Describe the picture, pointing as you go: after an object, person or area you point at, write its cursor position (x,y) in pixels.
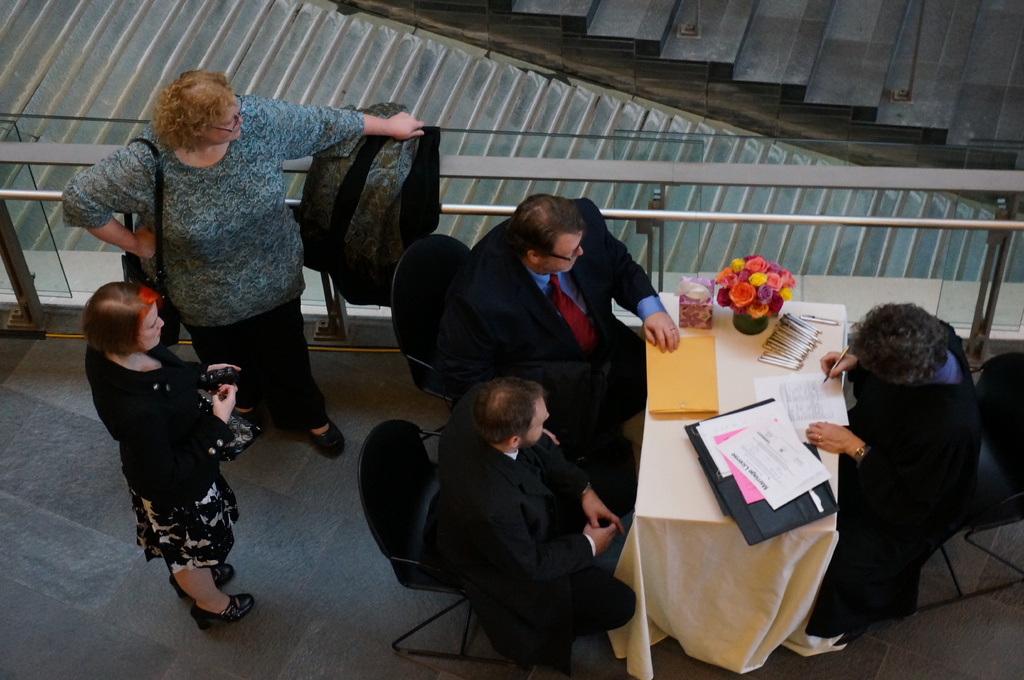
In this picture there are three people (846,487) who are sitting on the chair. To the right (923,377), there is a woman (918,382) she is holding a pen (828,374) and is writing on the paper (806,395). There is a flower pot (751,316) on the table (730,344). There is a box (708,324), a cover (703,380) and some files (758,485) on the table (717,529). To the left (172,422), there is a woman (153,420) who is wearing a black dress (132,440) is standing and there is also another woman (213,270) who is wearing a grey top (201,268) and a black handbag (159,275) is also standing. THere are stairs (331,77) at the background (467,63).
